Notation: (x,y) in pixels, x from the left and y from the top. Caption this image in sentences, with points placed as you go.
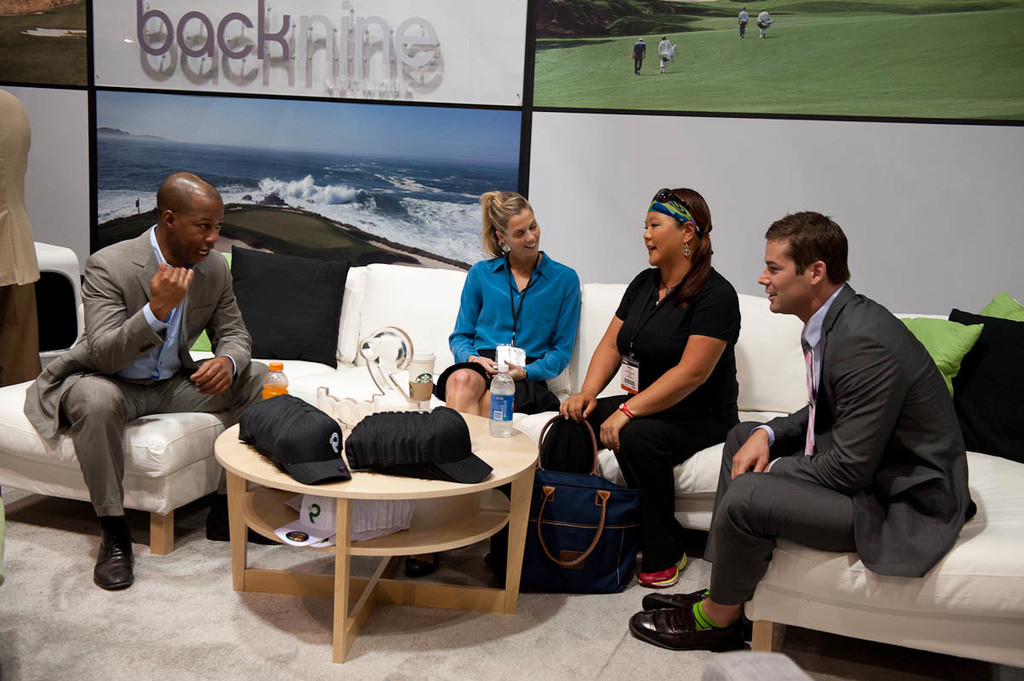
In this image i can see there are group of people (692,307) who were sitting on couch (378,299) in front of a table (403,488). On the table (378,476) we have bottle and other objects (350,450) on it.
